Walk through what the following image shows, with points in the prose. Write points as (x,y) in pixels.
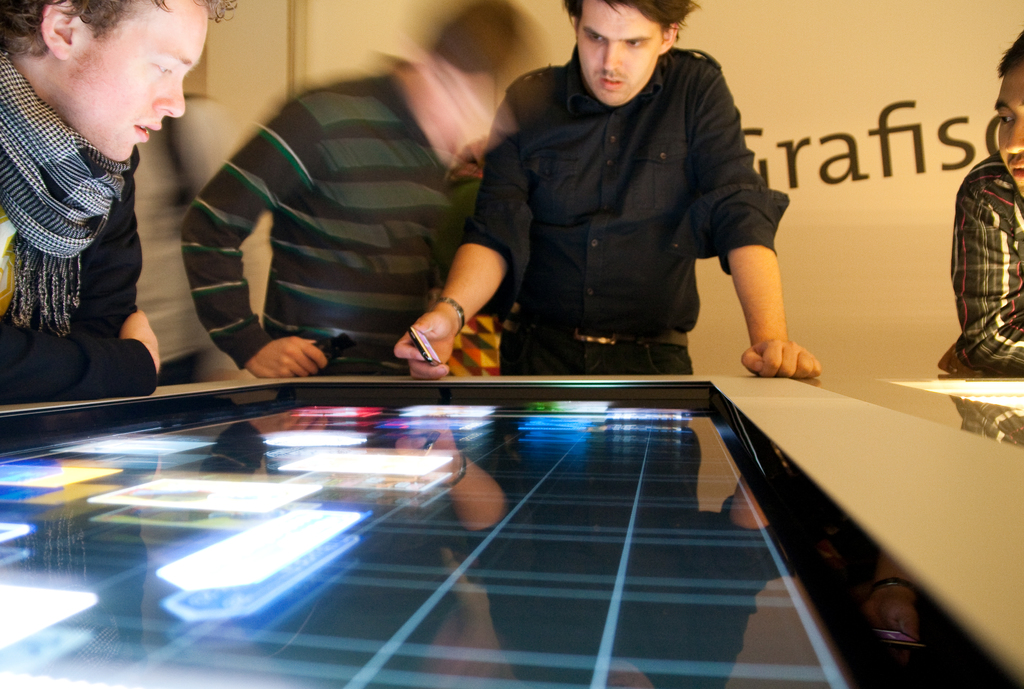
In this picture there is a man (495,176) wearing black color shirt (641,315) watching in the game screen (199,417). Beside there is a another boy (130,388) wearing black color shirt (79,334) with muffler (63,201) in the neck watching the game screen (464,441). Behind we can see a cream color banner (876,50).
